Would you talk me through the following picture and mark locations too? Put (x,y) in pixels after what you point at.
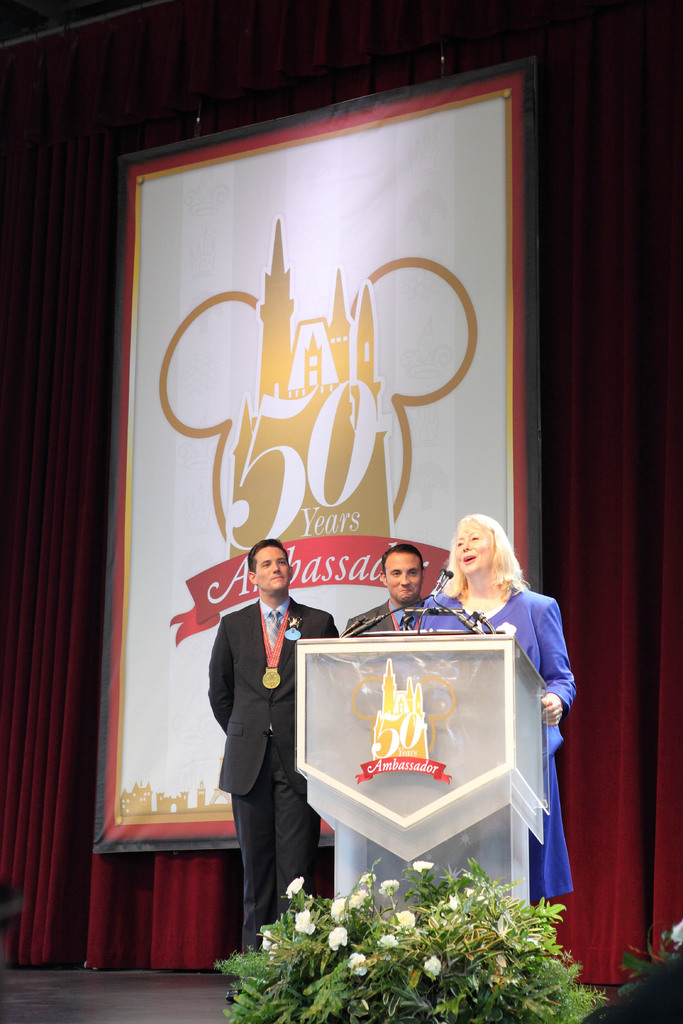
In this image we can see three persons (514,628) standing near the podium (365,789) with mics (379,618), there is a plant (446,988) with flowers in front of the podium (419,639) and there is a banner (335,418) and a curtain (610,727) in the background (317,507).
